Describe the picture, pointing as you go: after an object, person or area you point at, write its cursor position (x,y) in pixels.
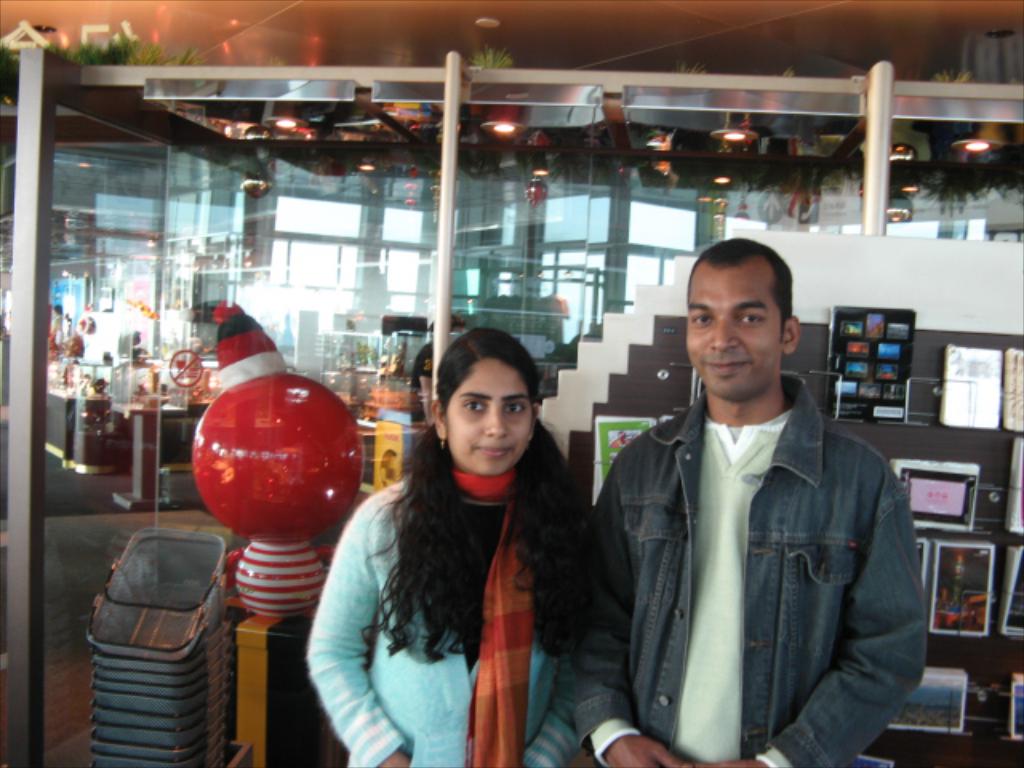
In this image I can see two persons (491,677) standing, the person (840,628) at right (749,584) wearing gray color coat (784,544), the person (505,609) at left (338,584) wearing blue color dress (433,685). Background (199,380) I can see a glass door (371,328), few books (956,389) and lights (510,130).
